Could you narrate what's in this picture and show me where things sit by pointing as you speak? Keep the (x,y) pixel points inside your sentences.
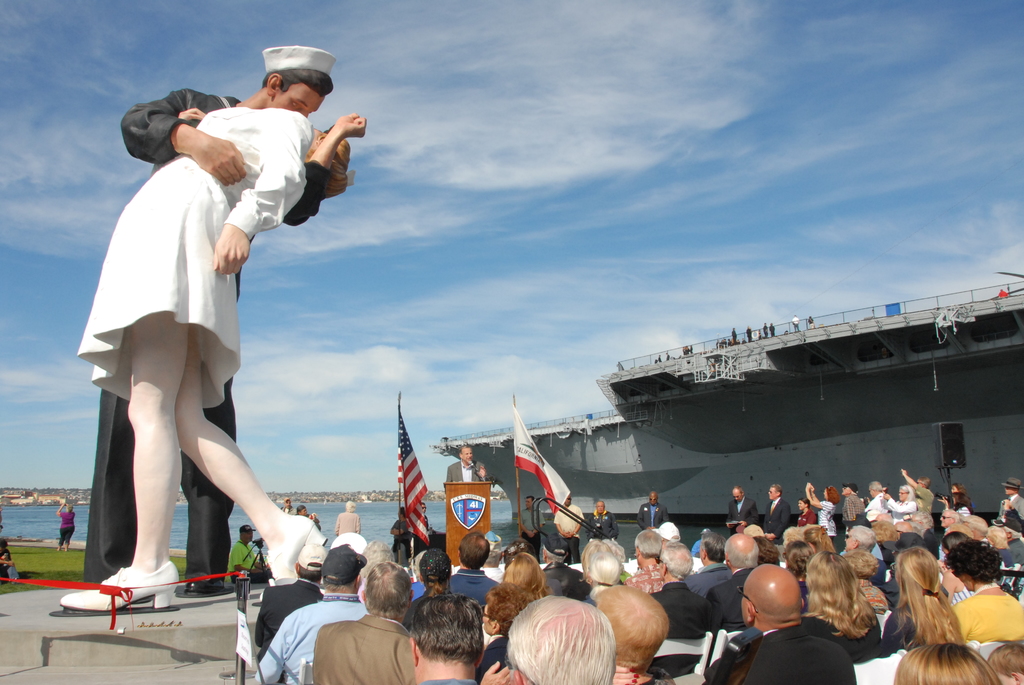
In this image we can see two statues (232,272) and a ribbon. On the right side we can see a person (481,477) standing near a speaker stand (462,514) with a mike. We can also see a group of people (668,595) sitting on the chairs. On the backside (725,391) we can see a ship (723,414), water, flags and the sky (497,315) which looks cloudy.
